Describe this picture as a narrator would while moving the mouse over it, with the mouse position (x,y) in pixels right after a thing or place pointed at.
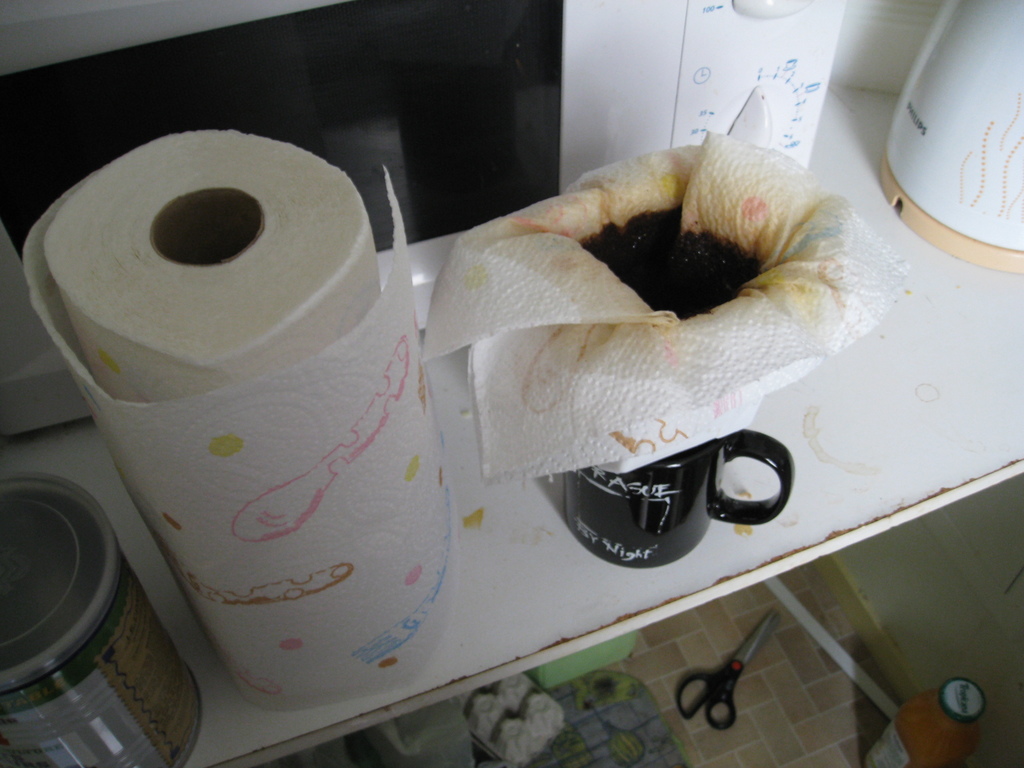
In this image I can see a table (233,703) on which a box (84,589), tissue bundle (206,500), teacup (628,510), micro oven (616,80) and some more objects (1013,89) are placed. Under the table (563,556) I can see a cutter (728,691), mat (601,699), bottle (911,742) and some more objects (491,727) on the floor (754,672).
